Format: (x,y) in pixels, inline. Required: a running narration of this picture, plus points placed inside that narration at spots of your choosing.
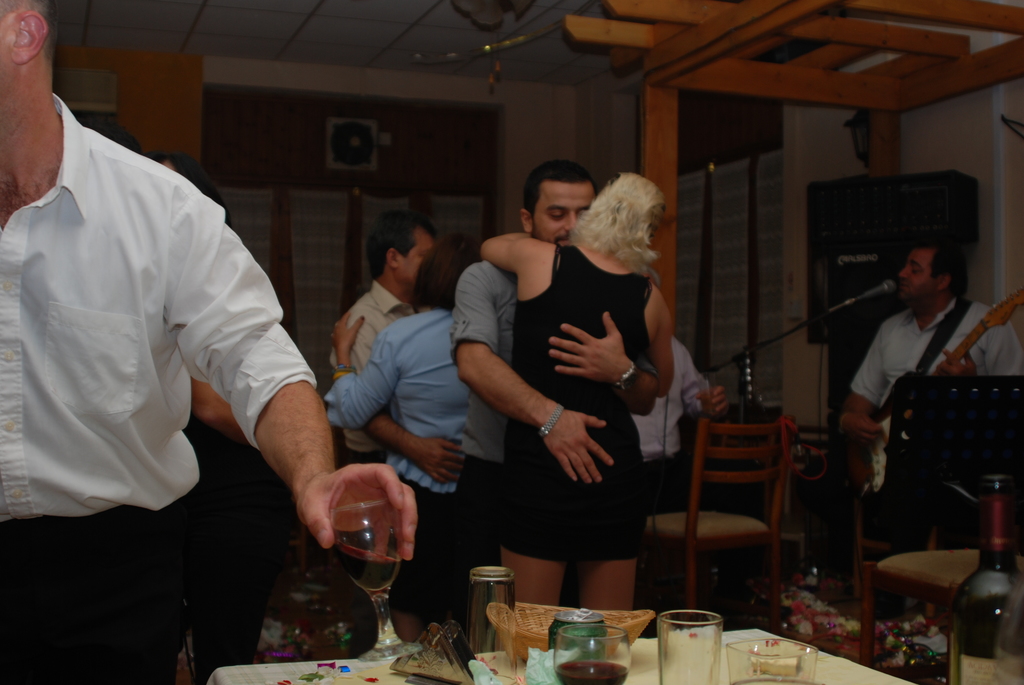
In the middle of women (407,332) and men (457,365) are hugging each other in the right (929,333) a man (875,518) is standing and singing in the microphone (889,288) he is also holding a guitar (1004,307) in his hands (866,428) in the left (213,293) a man (28,80) is holding a wine glass (376,505) in his hands (349,488) and he wears white color shirt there are wine glasses (490,596) on the table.
